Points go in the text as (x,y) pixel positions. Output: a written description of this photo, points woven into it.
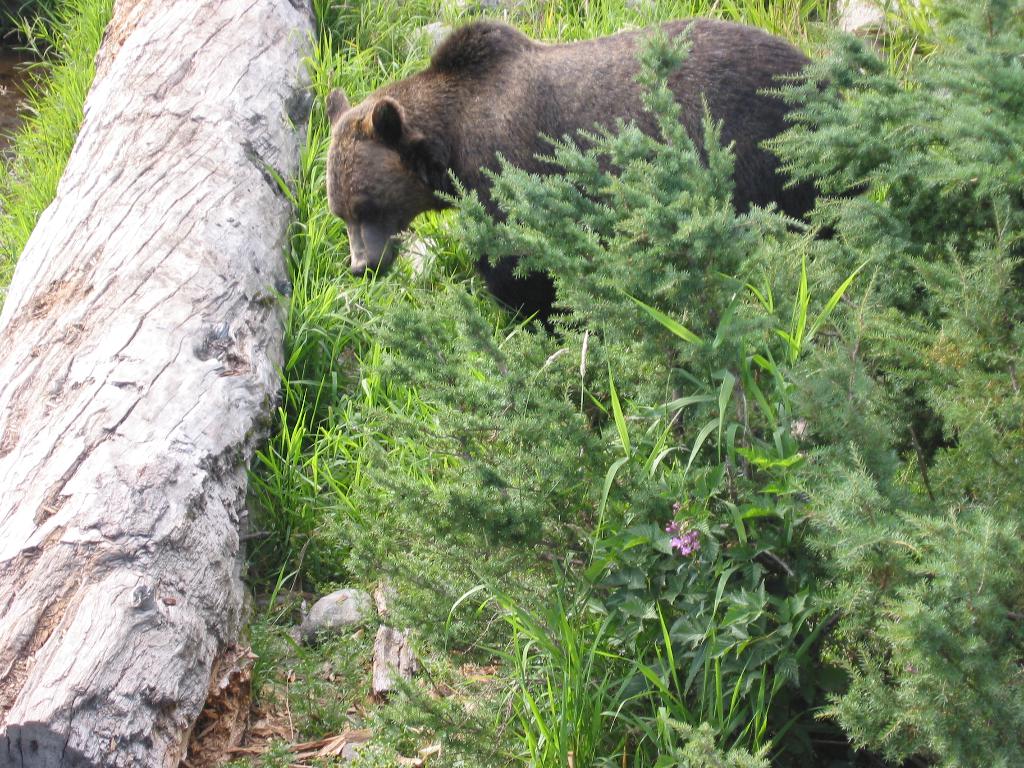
In this image I can see an animal (481,139) which is brown and black in color. I can see a huge wooden log (233,218), few trees (584,442) around the animal (464,40) and few flowers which are pink in color.
